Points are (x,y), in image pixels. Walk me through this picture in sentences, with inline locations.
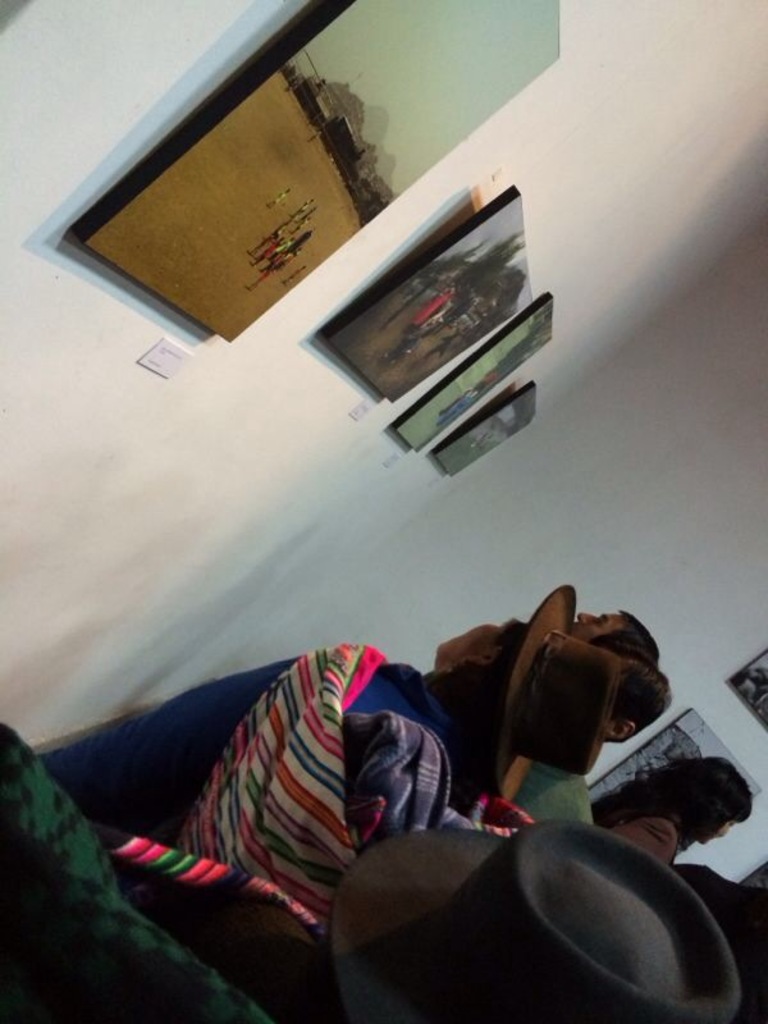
In this picture I can see some frames (246,280) to the wall (312,428), in front (434,852) some people (380,856) are standing and watching.
